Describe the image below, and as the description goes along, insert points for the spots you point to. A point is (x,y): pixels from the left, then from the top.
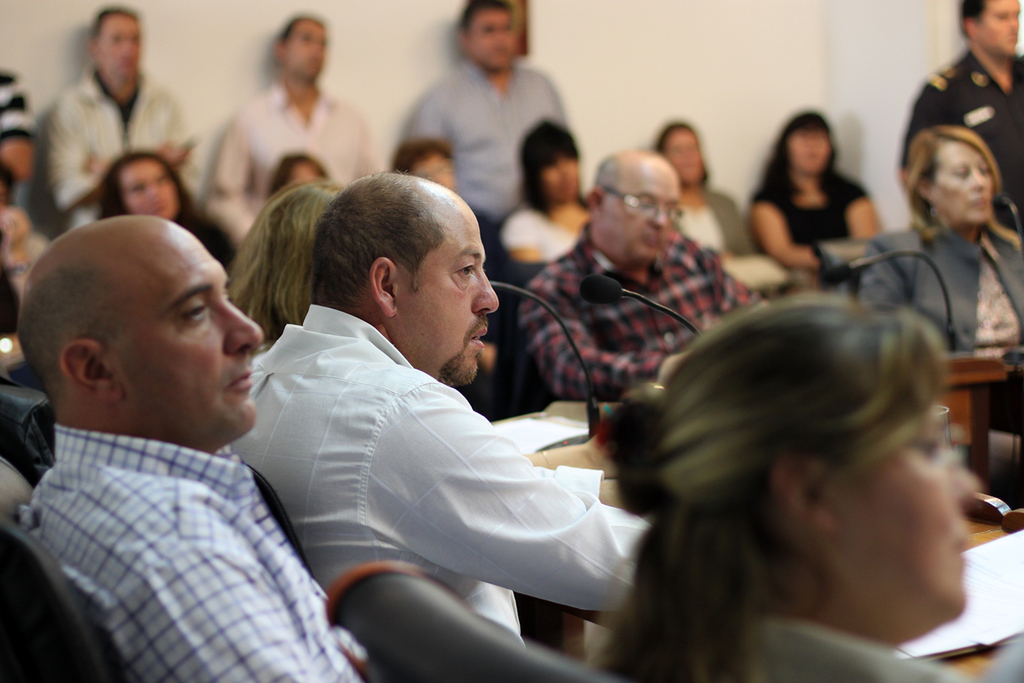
In this picture few people (113,337) sitting on chairs (505,321) and few people (987,23) standing. We can see microphones (947,318) and papers (1017,547) on tables (961,360). In the background of the image (811,88) we can see wall (779,62).
